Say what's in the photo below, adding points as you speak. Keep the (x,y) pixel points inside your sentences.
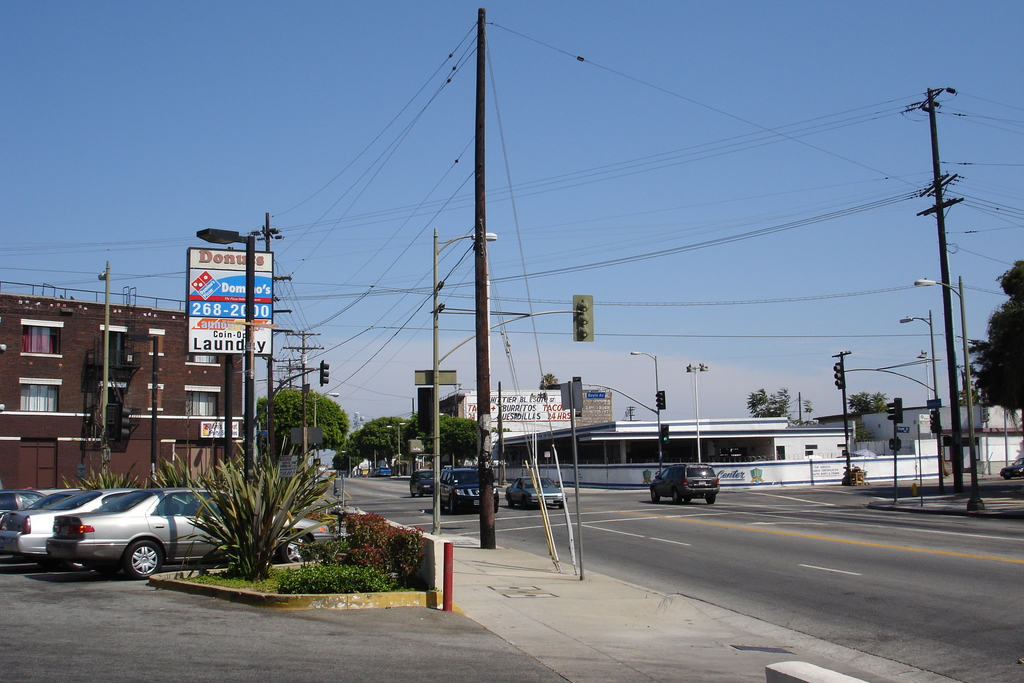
On the right side of the image (846,421) we can see traffic signals (894,413), current pole (941,194), tree (983,369), road (799,490) and vehicles (657,497). On the left side of the image (161,527) there are vehicles (197,533), plants (207,520), board (222,307), current poles (254,269) and building (126,445). In the center of the image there are vehicles (537,485) on the road (575,538). In the background (750,437) there are buildings (496,423), trees (317,418) and sky (716,263).
